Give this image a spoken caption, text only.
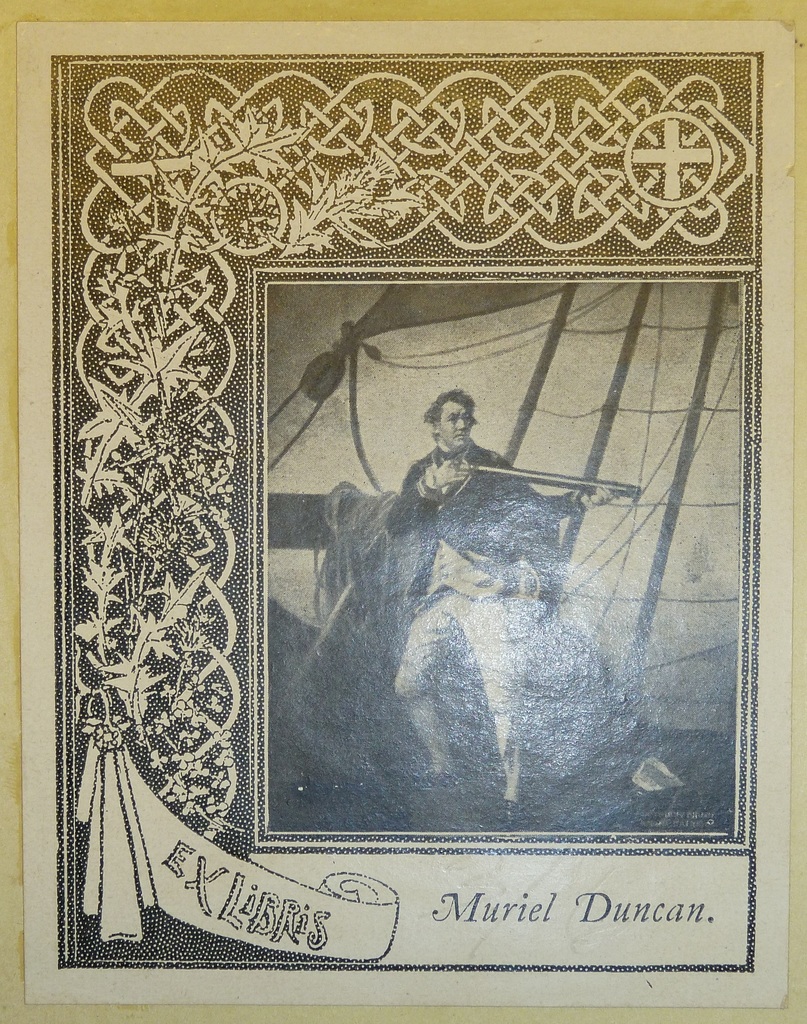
This is a painting, in this picture we can see a person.
